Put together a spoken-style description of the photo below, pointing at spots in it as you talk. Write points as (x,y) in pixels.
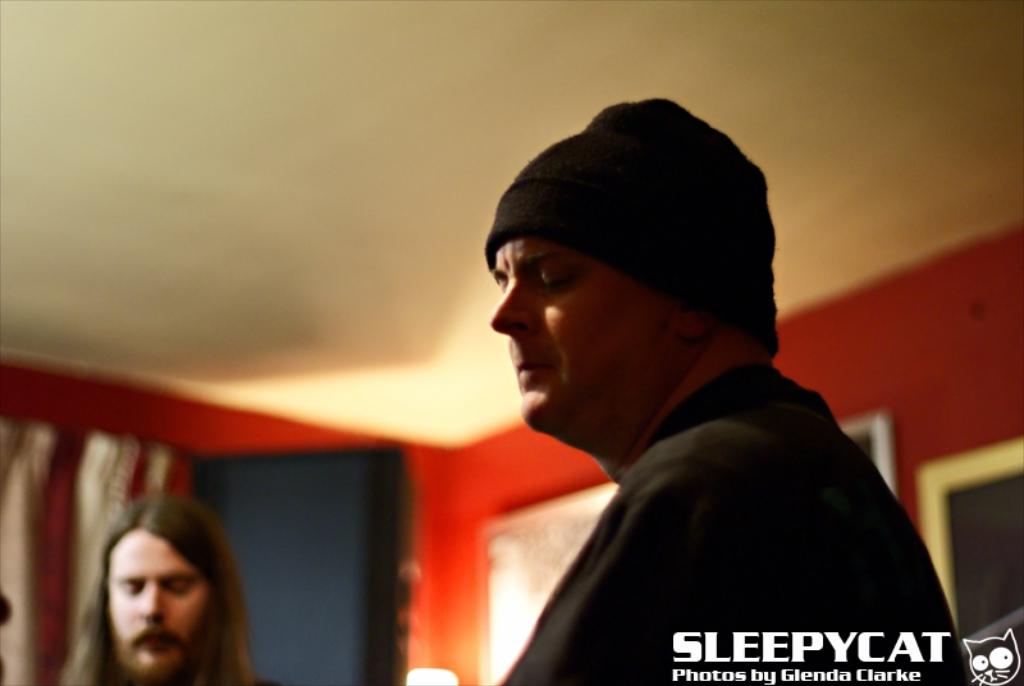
In this image, on the right (717,444) there is a man (736,409), he wears a t shirt (712,421), cap (659,203). On the left (136,634) there is a man (178,628). At the bottom (901,680) there is a text (825,647). In the background (62,535) there are curtains (94,526), frames (933,492), door (366,588), light (419,672), roof (433,394) and a wall (936,404).
